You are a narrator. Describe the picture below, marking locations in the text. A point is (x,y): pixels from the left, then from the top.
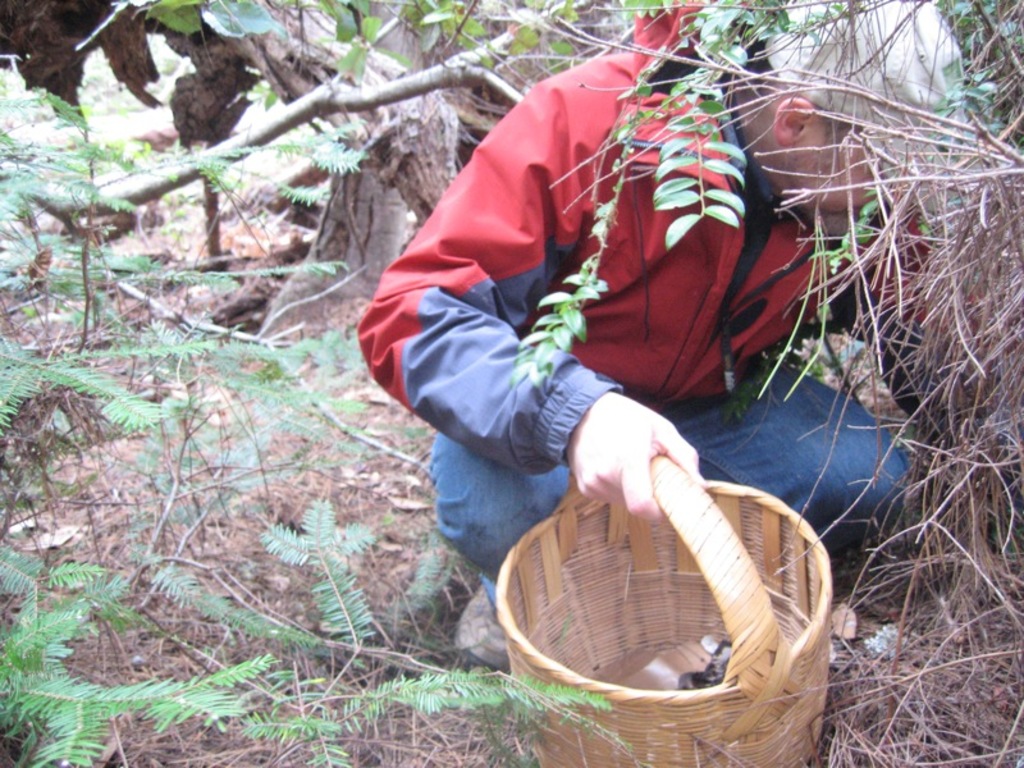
There is a person (609,342) sitting like squat position and holding a basket (725,609) and we can see leaves (142,430).
